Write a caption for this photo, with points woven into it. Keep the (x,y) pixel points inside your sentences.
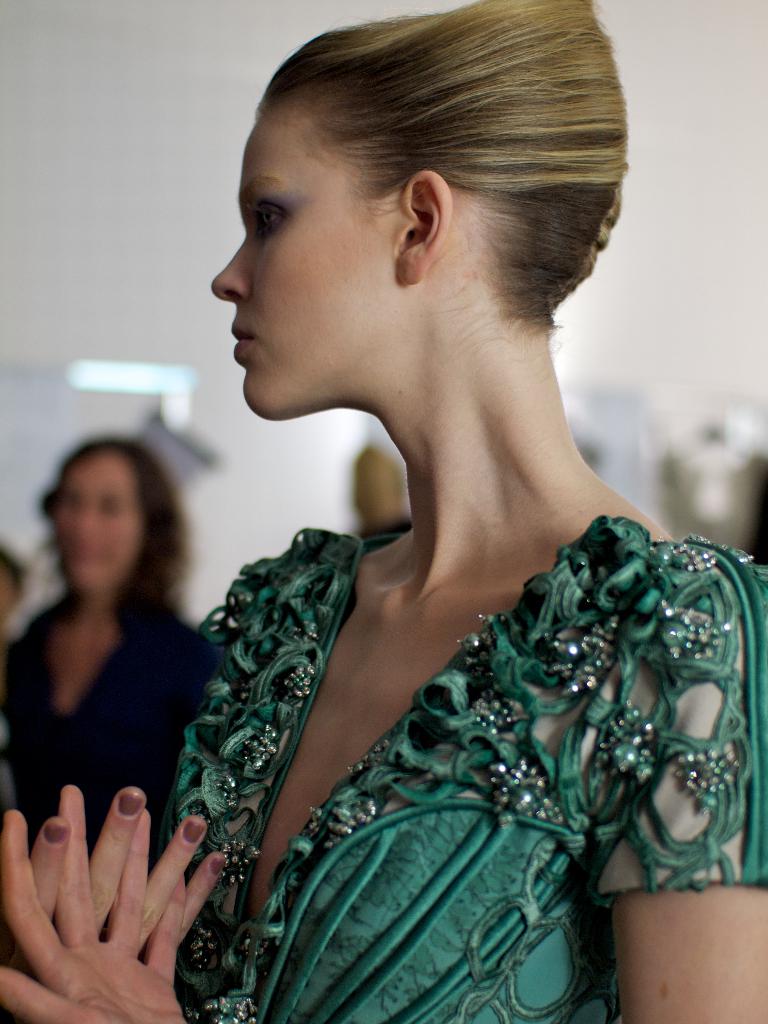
In this image, in the middle (453,518), we can see a woman (658,740) wearing a green color dress (337,560). On the left side (151,691), we can also see another woman (138,711) wearing a black color dress (156,655). In the background (221,166), we can see a white color wall (34,135).
